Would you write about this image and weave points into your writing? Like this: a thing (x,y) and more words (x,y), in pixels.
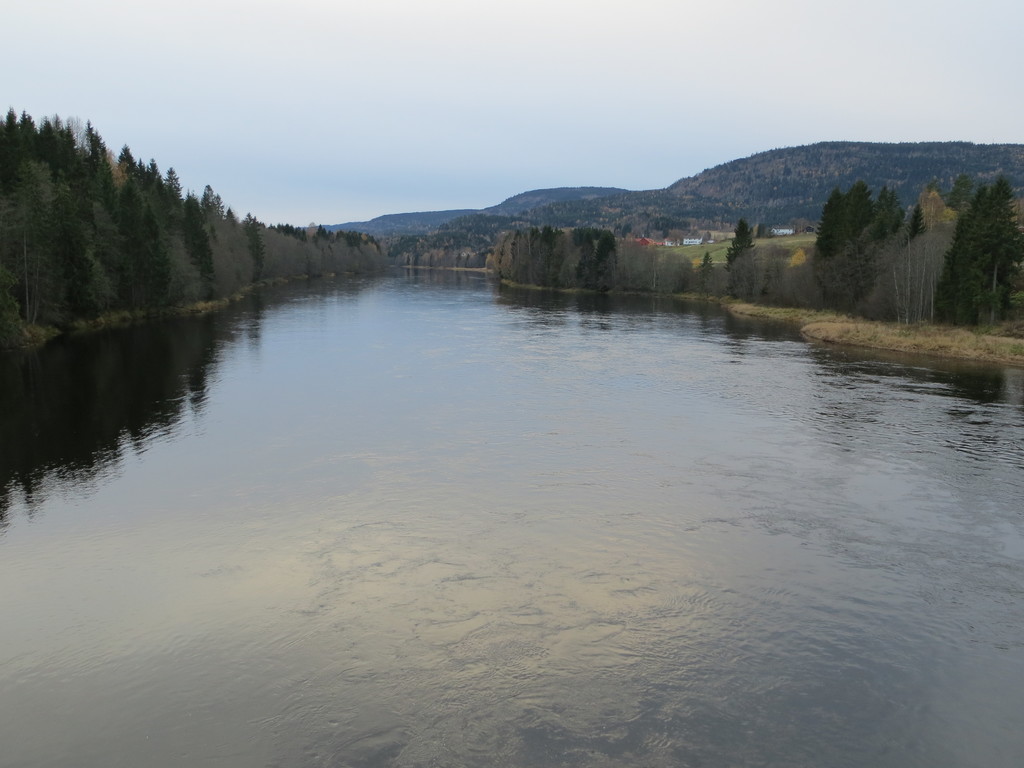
In this image I can see the water (391,554). On the left (139,228) and right side (813,280), I can see the trees (669,280). In the background (328,166), I can see the sky (534,179).
